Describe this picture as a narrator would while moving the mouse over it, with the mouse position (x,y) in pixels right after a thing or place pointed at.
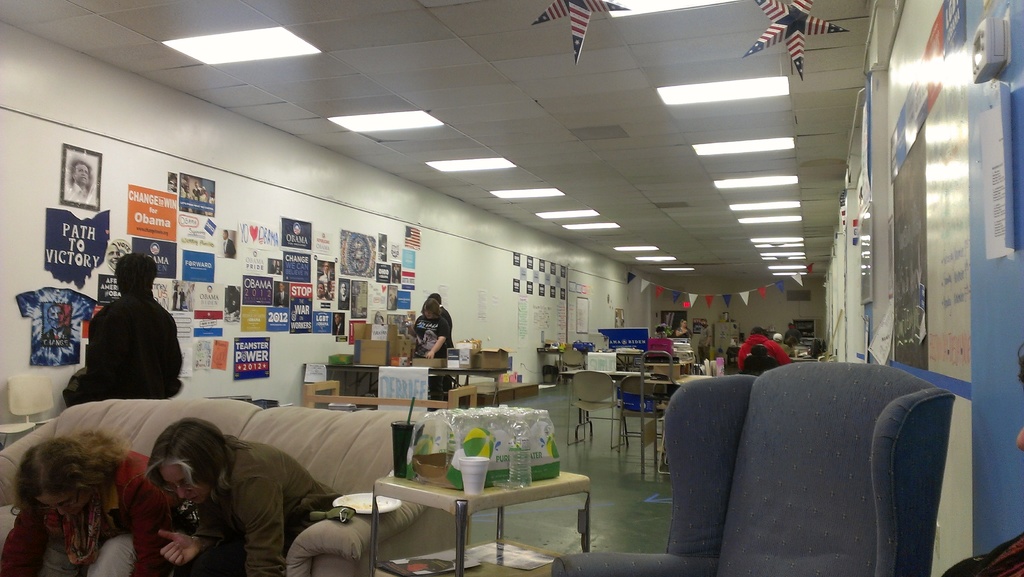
In a room (513,234) there are so many chairs (842,443) and tables (503,558) are arranged. And a bottle (526,442) on it behind that there is a table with bottles (551,436).
